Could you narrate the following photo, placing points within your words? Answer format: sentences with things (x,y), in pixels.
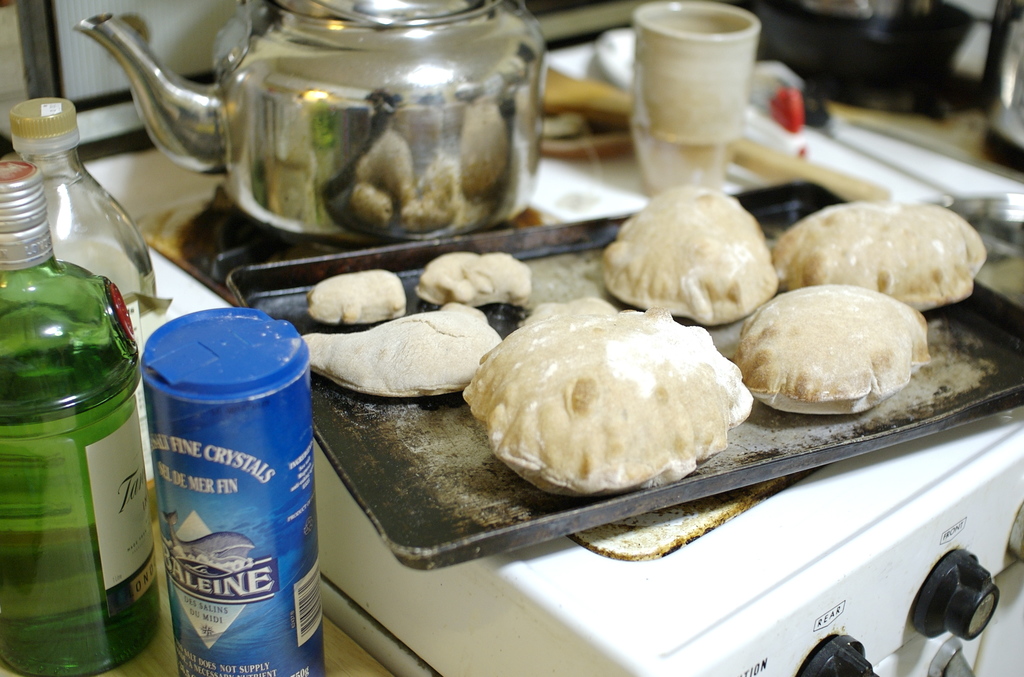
In this picture I can see there is a stove (944,500), there is a kettle (430,37), a tray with food (658,330) and I can see there are few bottles (15,518) placed on the left side (160,488) and they have labels (126,445). There are black color knobs (927,623) on the stove (940,638). There are few spoons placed on the stove (751,136).
